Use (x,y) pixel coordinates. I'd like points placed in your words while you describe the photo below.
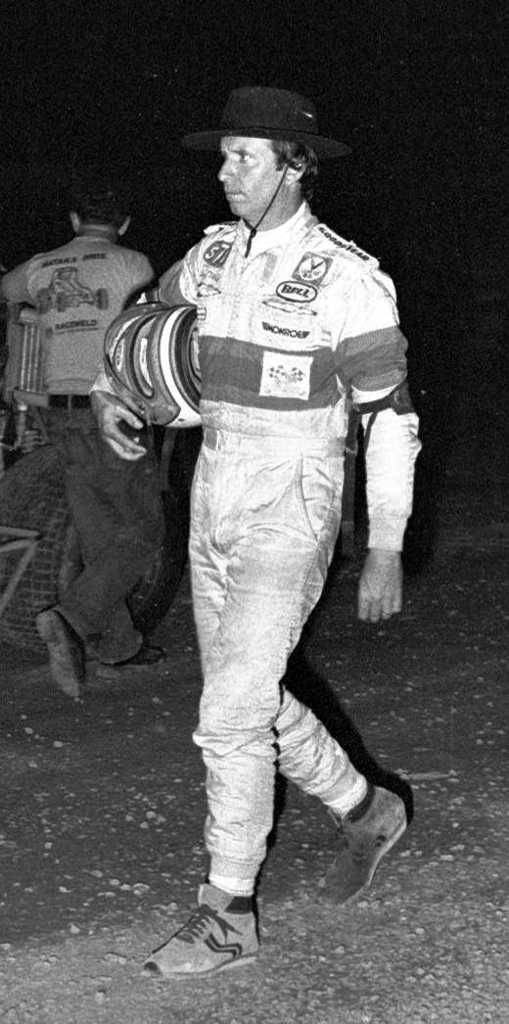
In this black and white picture there is a person (296,766) holding a helmet (174,343). He is walking on the land (386,738). He is wearing a cap (266,117). Left side (76,344) there is a person (94,370) walking on the land (167,704) and he is holding an object (18,484). Beside him there is an object (52,510).
